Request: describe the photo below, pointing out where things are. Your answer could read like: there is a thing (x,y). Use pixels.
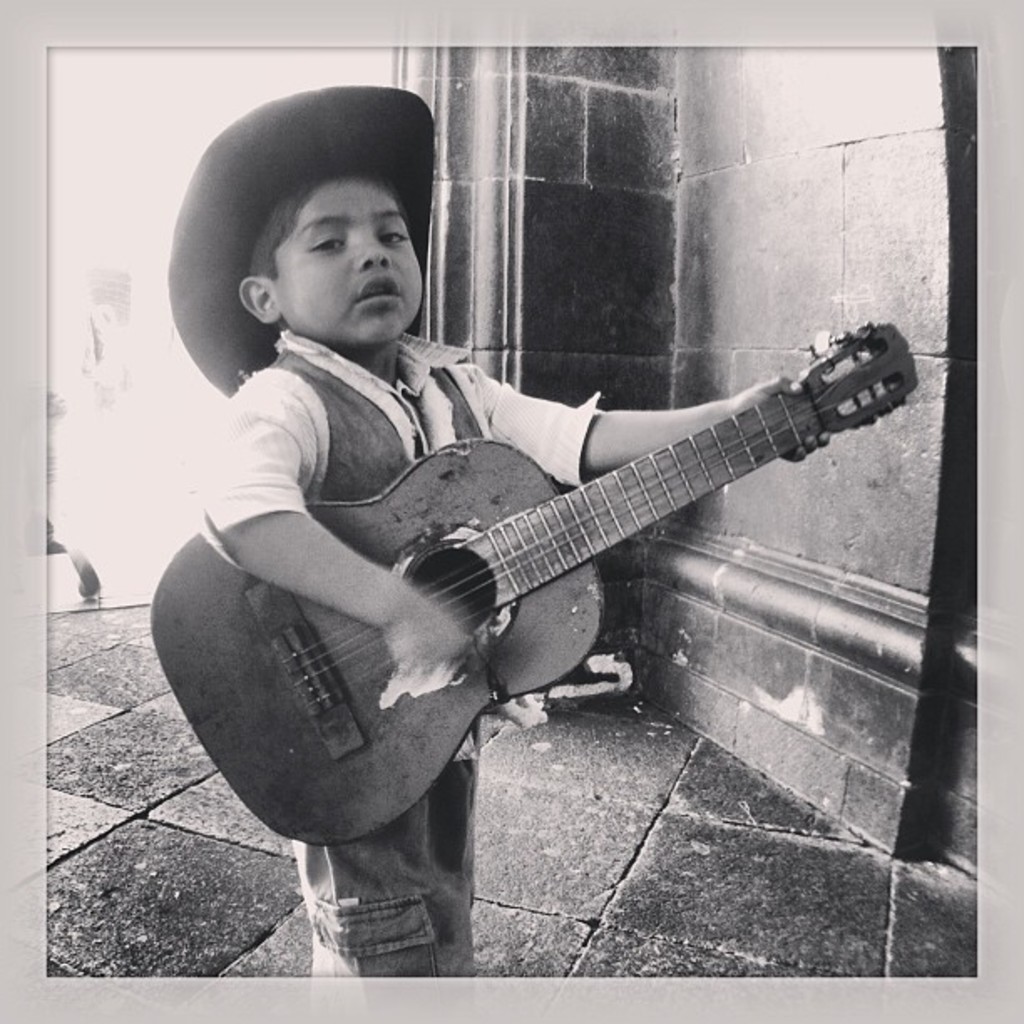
This is a black and white pic. Here we can see a boy (418,433) is standing on the floor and holding a guitar (575,635) in his hands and there is a hat (287,187) on his head (342,242). In the background (491,310) there is a wall (467,103) and other objects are not clear.
